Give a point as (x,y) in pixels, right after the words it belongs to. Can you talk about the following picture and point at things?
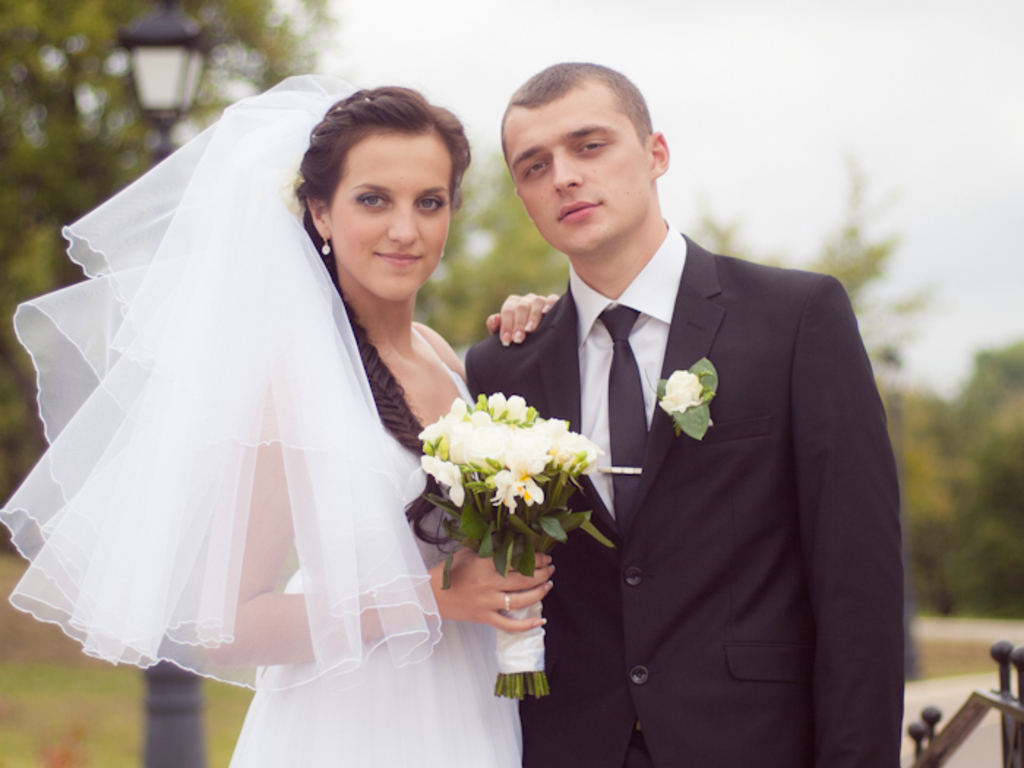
In this image there is a man (845,444) and woman (128,527) standing together wearing wedding costumes (439,720), where woman (507,711) is holding flowers (459,438) in hands (444,602).
